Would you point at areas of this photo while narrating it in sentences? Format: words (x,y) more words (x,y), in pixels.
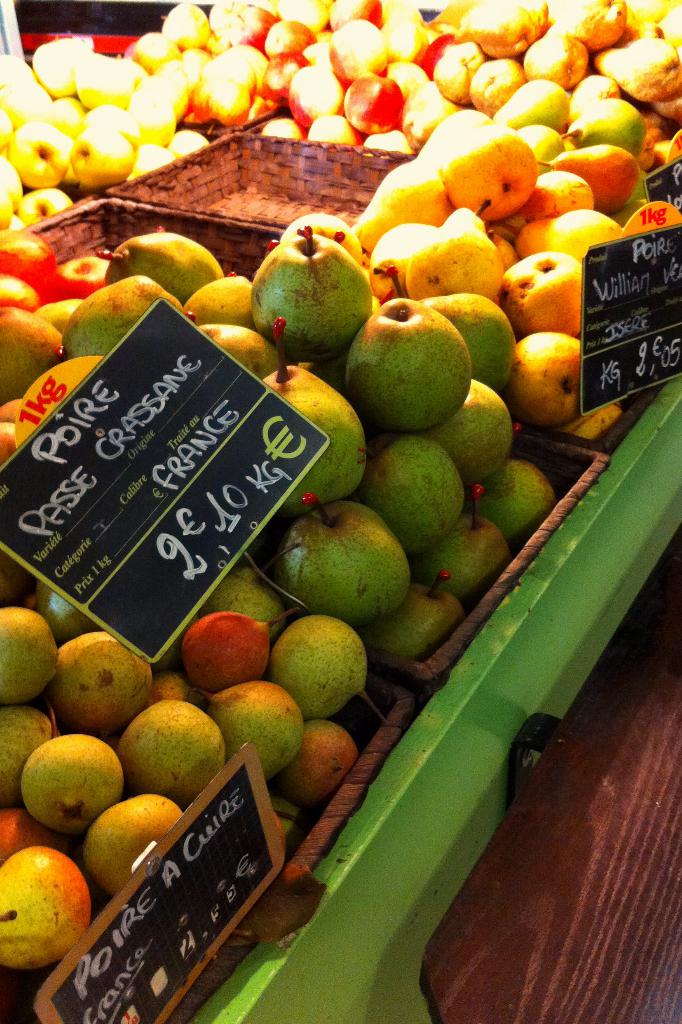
In the picture we can see some fruits (304,560) which are in wooden baskets (247,181).
